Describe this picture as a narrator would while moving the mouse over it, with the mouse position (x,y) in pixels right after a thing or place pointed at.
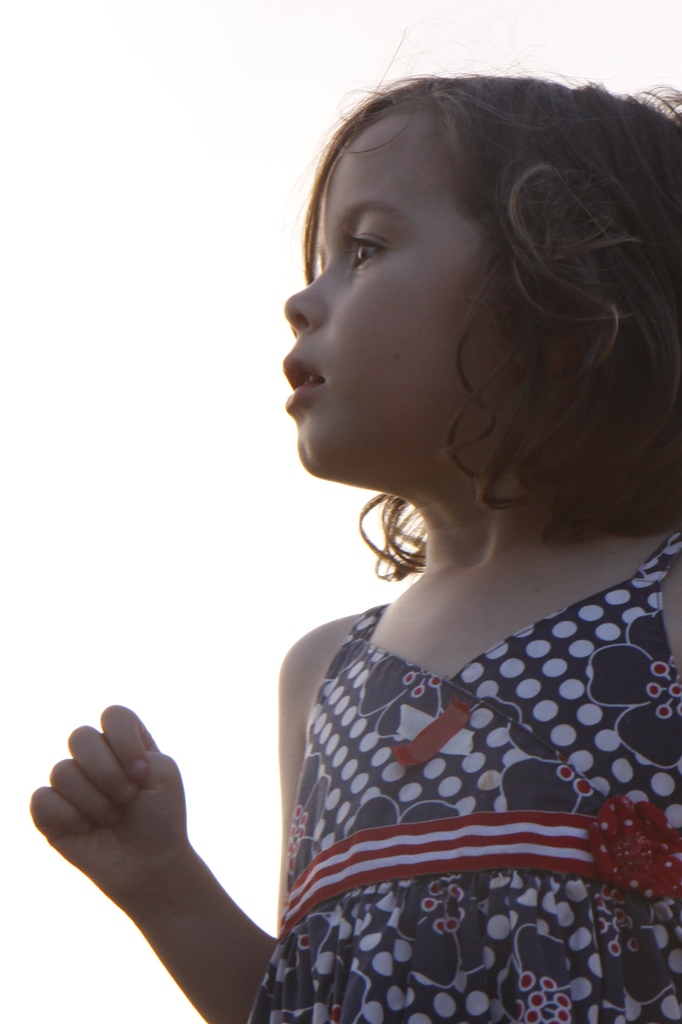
In this image there is a girl (610,351) who is wearing the frock (442,834).
